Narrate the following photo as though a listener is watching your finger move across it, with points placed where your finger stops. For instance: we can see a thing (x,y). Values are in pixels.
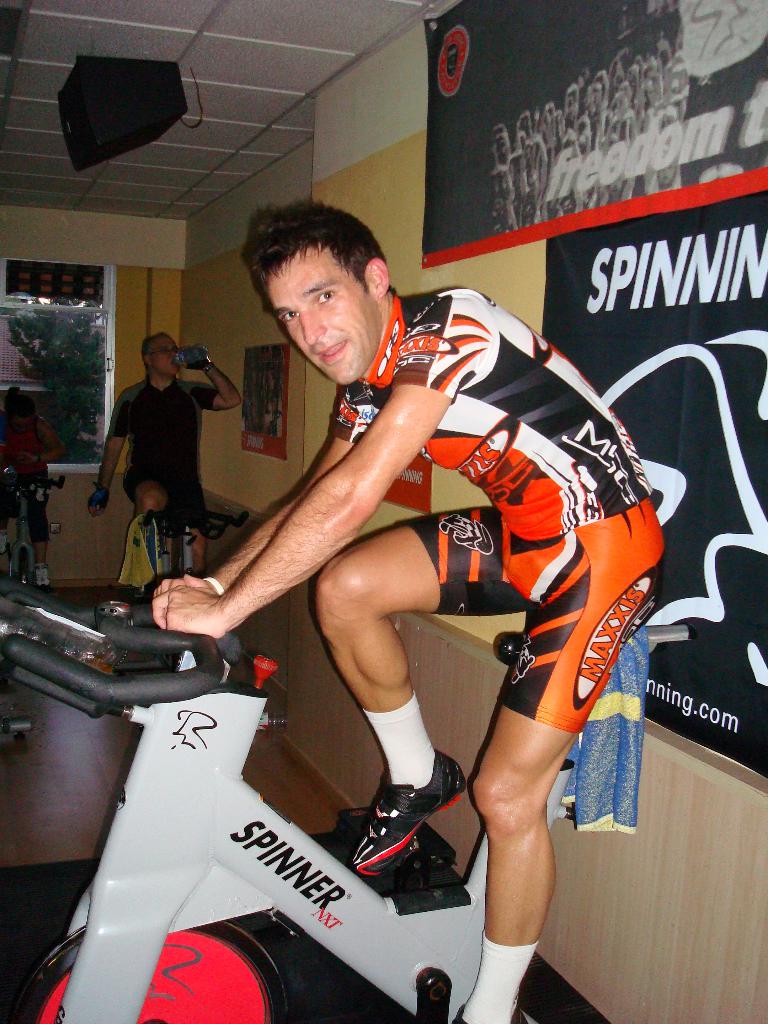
In this picture there are people (338,440) sitting on gym equipment (201,531), among them there's a man (169,442) holding a bottle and drinking. We can see floor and boards (647,364) on the wall (206,433). In the background of the image (102,396) we can see glass window (99,410), through glass window (109,347) we can see leaves (78,397). At the top of the image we can see device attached to the roof (32,143).
